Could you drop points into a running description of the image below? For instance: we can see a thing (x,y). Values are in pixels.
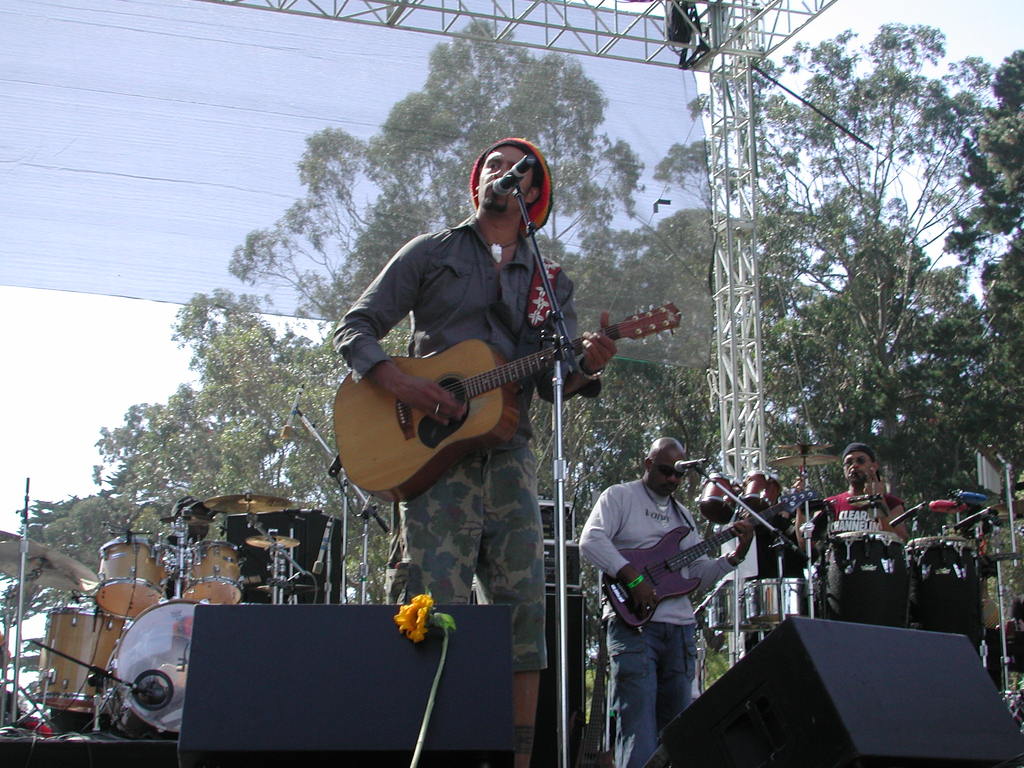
This picture shows a man (532,379) standing on the stage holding a guitar (367,413) in his hand (418,395). He is having a mic (508,185) in front of his mouth (495,195) and singing. In the background (53,576), there are some musical instrument (656,563) and some people (688,546) playing those instruments (671,559). We can observe some trees (801,161), sky (21,385) and a curtain (114,166) here.
